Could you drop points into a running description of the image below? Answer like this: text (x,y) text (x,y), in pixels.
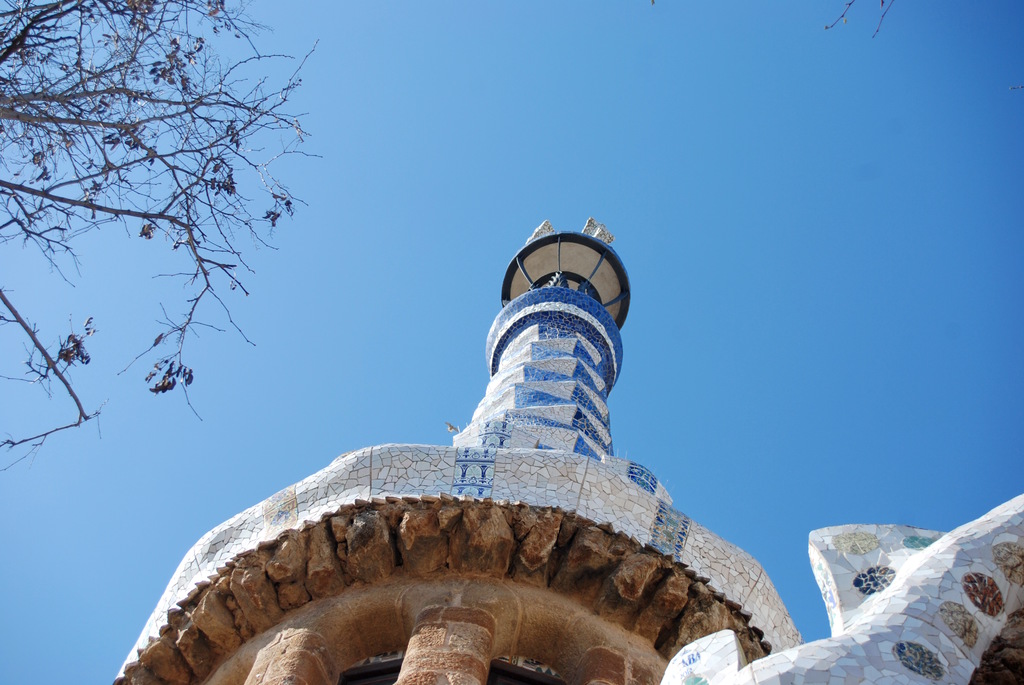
In this image there is a tower (569,503). On the left (165,56) we can see a tree (126,125). In the background (520,87) there is sky (791,217).
